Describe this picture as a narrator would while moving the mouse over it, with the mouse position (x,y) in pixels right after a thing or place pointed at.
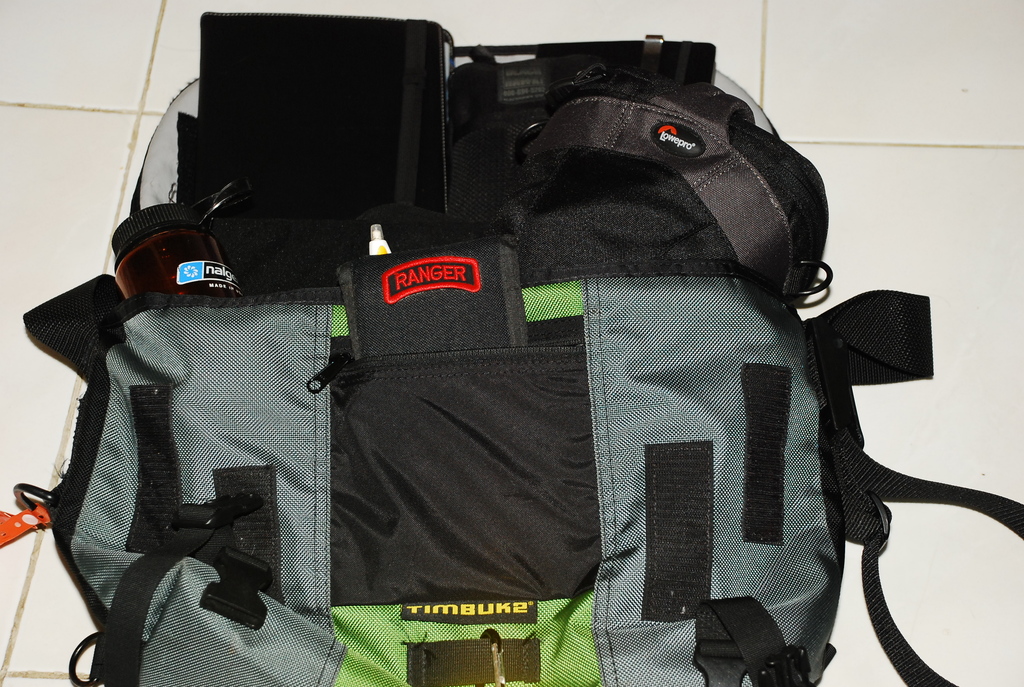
In this image we can see a bag (352,406). On the left side (197,280) there is a bottle (169,266).
